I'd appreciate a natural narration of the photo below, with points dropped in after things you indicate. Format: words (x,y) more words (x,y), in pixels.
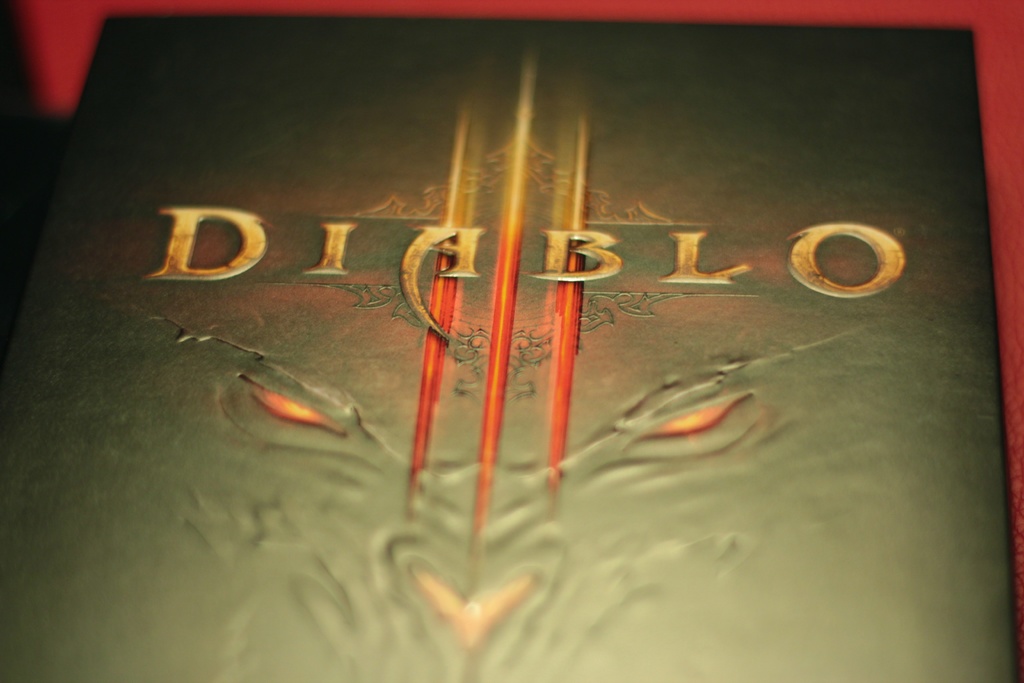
This image consists of a book (493,363) in black color. The background (1006,36), is red in color.
